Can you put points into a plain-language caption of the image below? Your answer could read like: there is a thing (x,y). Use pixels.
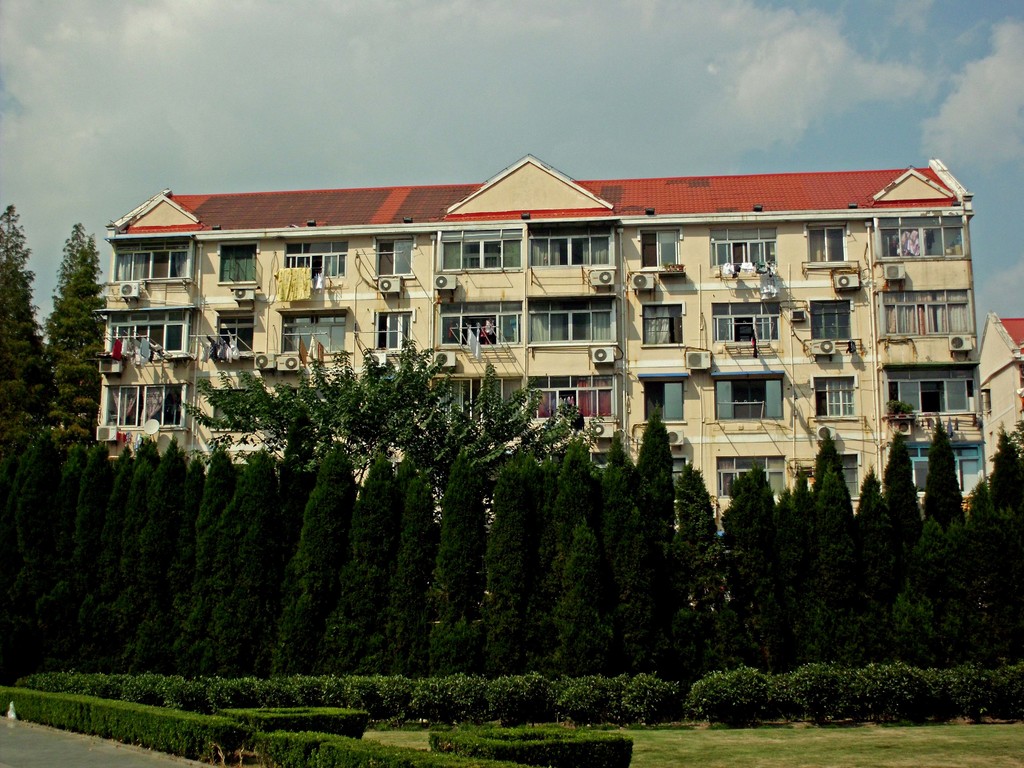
In this image, in the middle (350,408) there's some trees (2,419) and there is a big building (258,323) and the background (720,58) is the sky (745,95).
